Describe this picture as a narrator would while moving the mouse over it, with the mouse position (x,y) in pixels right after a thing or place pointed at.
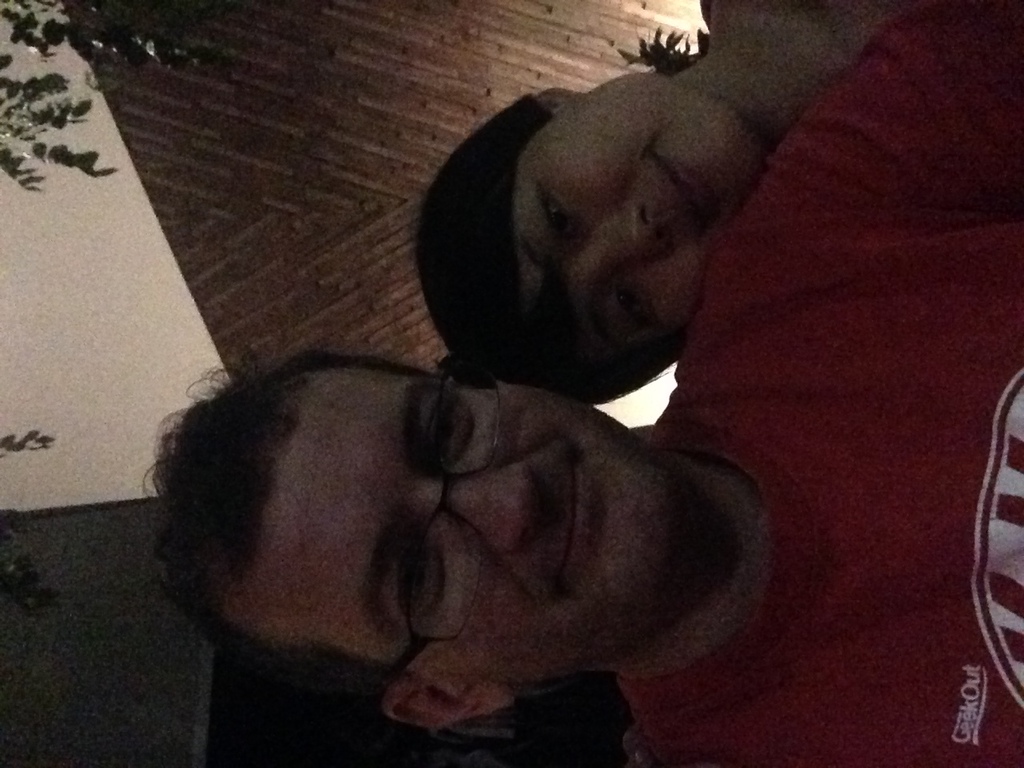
In this image we can see a tilted picture of 2 people (753,187) smiling and looking at something. In the background (29,123) we can see green leaves (124,25) and brown wall (238,190).
